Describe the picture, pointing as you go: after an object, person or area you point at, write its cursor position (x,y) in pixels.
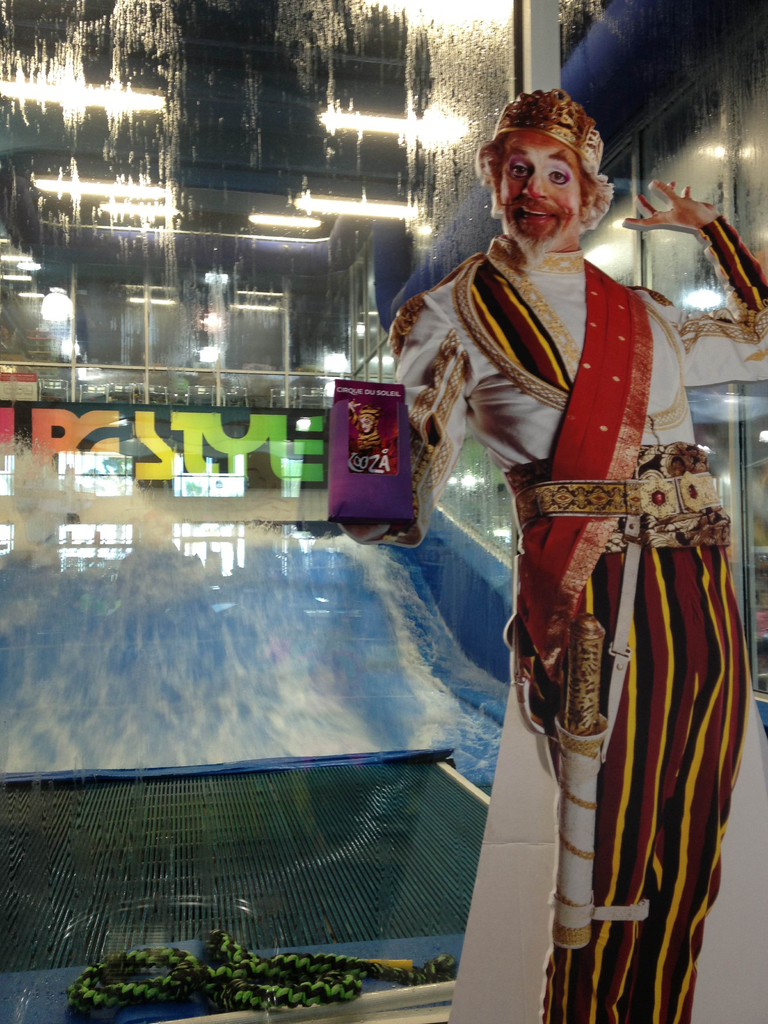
In this picture we can see a poster (613,708) of a man (613,708), here we can see a rope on a platform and water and in the background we can see buildings (682,34) with lights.
